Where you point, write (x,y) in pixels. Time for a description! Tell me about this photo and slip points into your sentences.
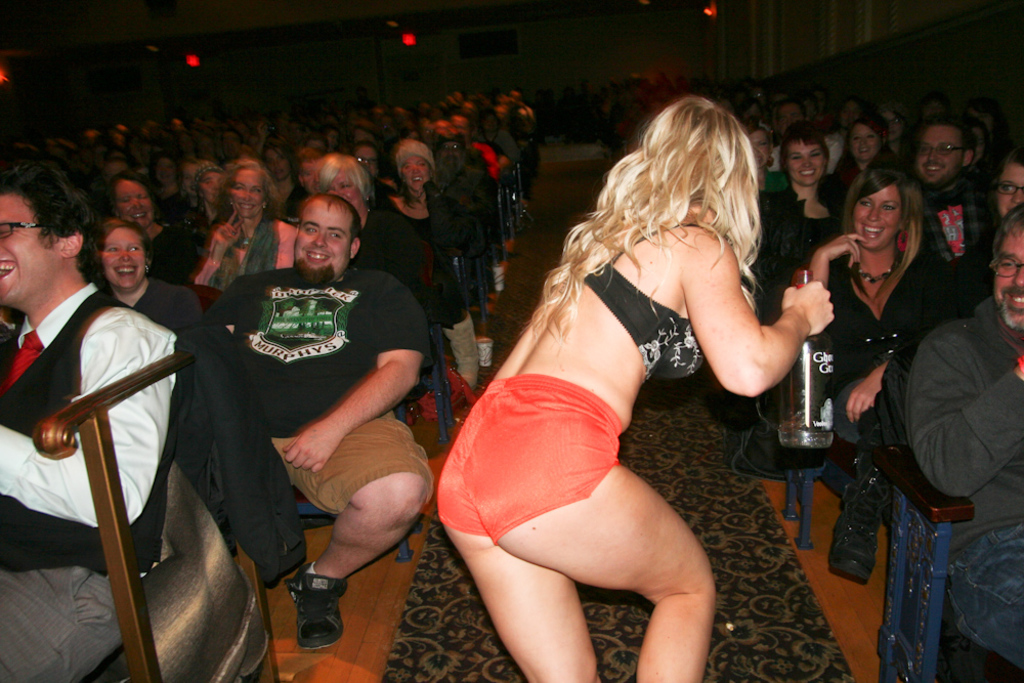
In the image there is a woman (546,398) in the foreground (742,394), she is holding a bottle (812,395) in her hand (792,300) and around the woman (703,136) there are many people (364,174) sitting and watching her.
